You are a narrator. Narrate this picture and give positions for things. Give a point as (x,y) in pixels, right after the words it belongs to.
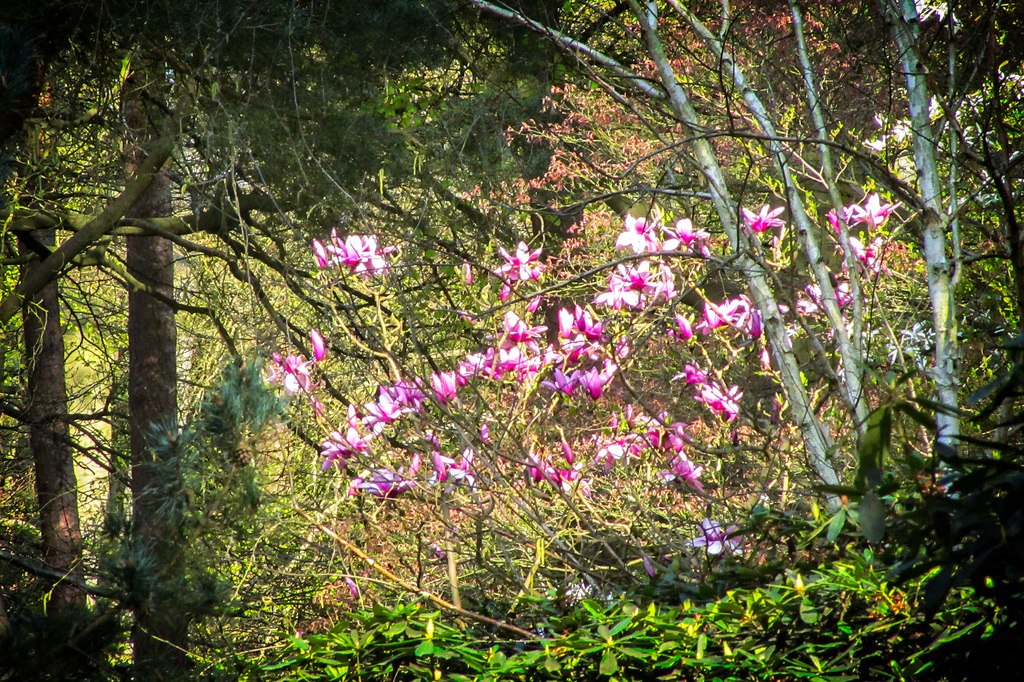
In this image, we can see trees (718,222) and there are flowers (409,392).
